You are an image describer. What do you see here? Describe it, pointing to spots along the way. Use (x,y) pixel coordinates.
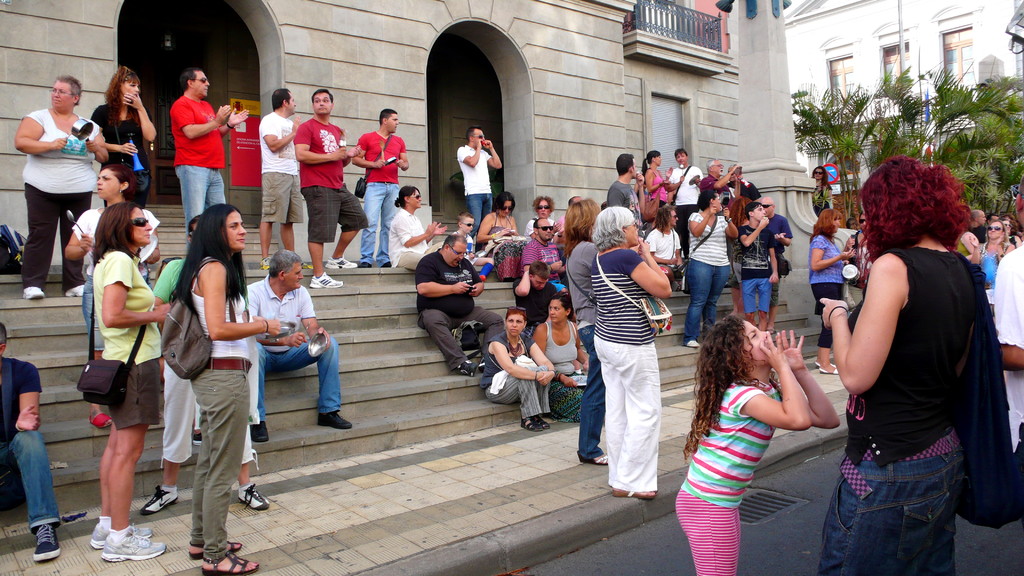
In the picture we can see a building (94,74) with a stairs (699,352) in front of it with some people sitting on it and some people (707,269) are standing and discussing something and near the stairs (792,304) we can see a road (583,557) on it also we can see some people (1007,327) are standing and beside the building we can see some plants (846,148) and another building (829,49) with windows (834,71) to it.
